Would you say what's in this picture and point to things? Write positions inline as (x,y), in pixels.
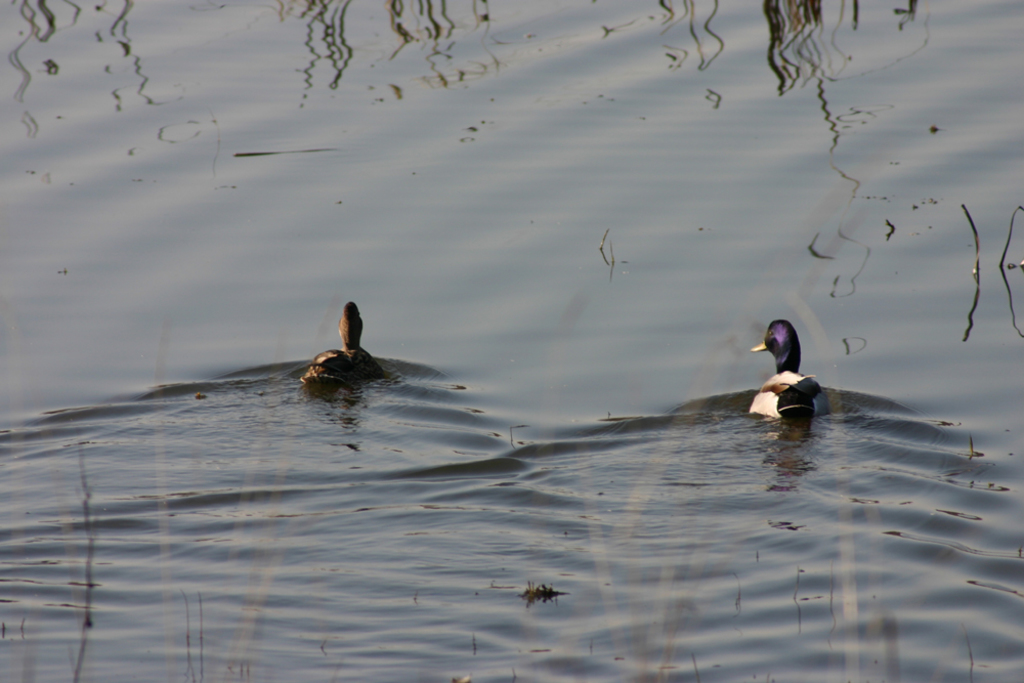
In this picture we can see the ducks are present on the water (305,456). In the background of the image (311,7) we can see the shadow (444,39) of the trees (394,10).
